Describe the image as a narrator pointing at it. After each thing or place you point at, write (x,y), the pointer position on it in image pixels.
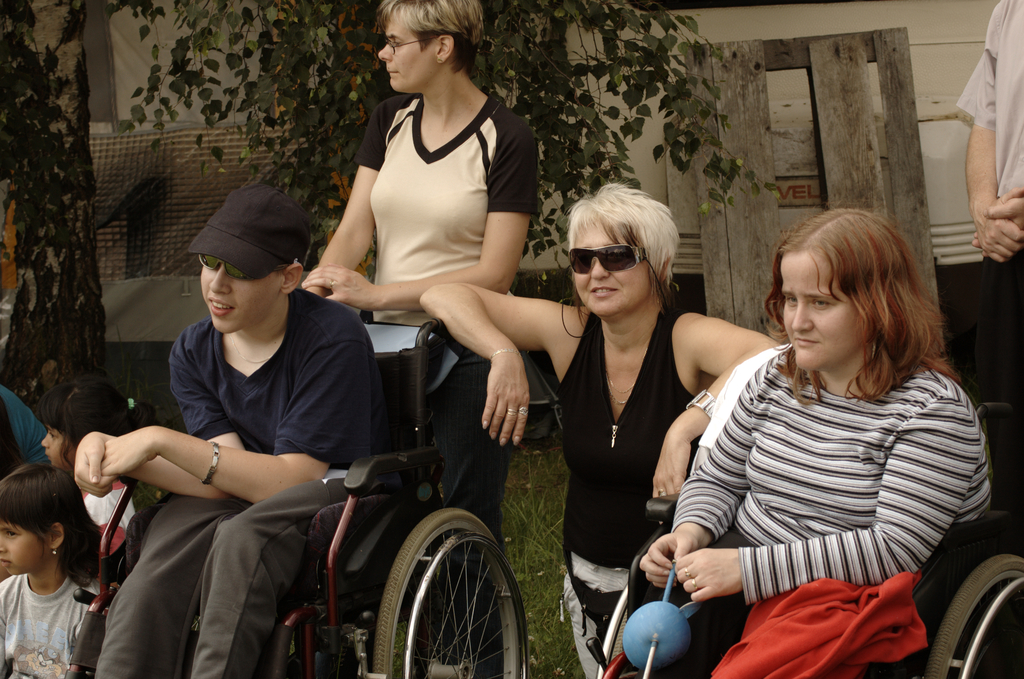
In the foreground of the picture (535,337) we can see people (462,412), kids (11,491), wheelchairs (436,536) and grass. In the background (355,93) there are trees (684,109), wooden objects (866,62), vehicle (654,130) and other objects (129,134).
